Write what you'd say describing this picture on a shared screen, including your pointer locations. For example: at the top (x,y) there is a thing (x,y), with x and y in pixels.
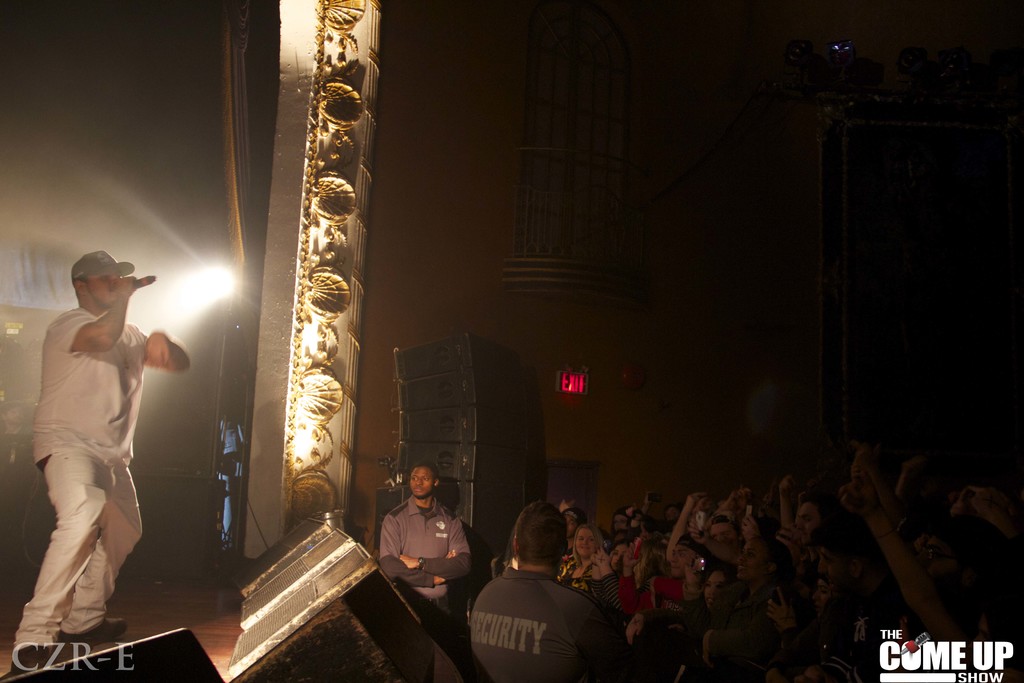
In the picture we can see a person (118,462) wearing white color dress (132,432) holding microphone (141,278) and standing on stage (164,593), there are some sound boxes (277,579), on right side of the picture (730,585) there are some persons (670,556) standing.
